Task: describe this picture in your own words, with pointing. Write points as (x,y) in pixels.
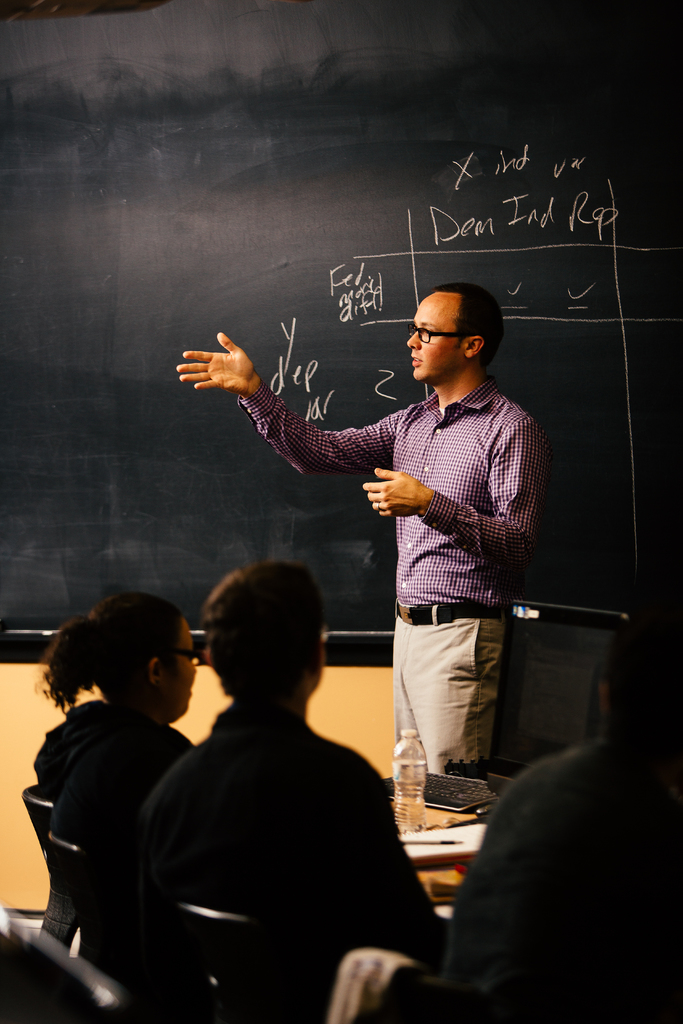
In this image we can see a man (477,510) is standing. Behind the man (227,357), we can see the black color board (302,244). At the bottom of the image (378,780), we can see people (275,837) are sitting on the black color chairs (206,953). In front of the people (380,845), we can see a monitor (524,696), keyboard (472,784), paper (444,839), pen (455,842) and bottle (411,774).
